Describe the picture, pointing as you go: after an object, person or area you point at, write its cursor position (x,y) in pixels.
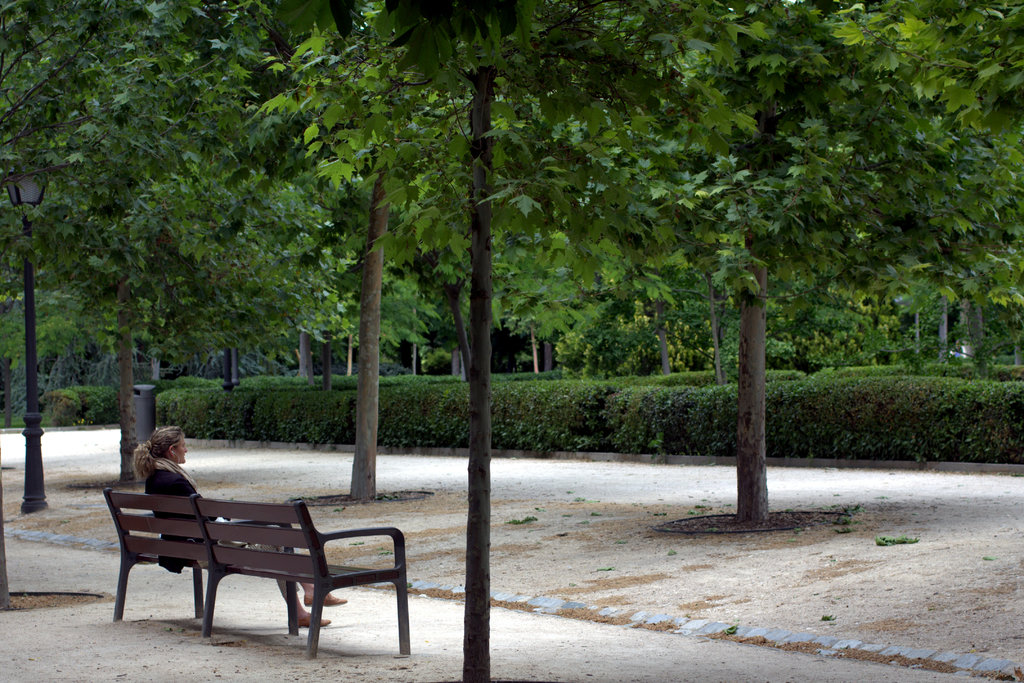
On the left side of the image (180,482) a lady (180,482) is sitting on a bench (204,548). In the center of the image (509,360) we can see some bushes (614,350), trees (491,186) are there. On the left side of the image (34,178) an electric light pole (26,268) is there. At the bottom of the image (620,565) ground (547,504) is there.
